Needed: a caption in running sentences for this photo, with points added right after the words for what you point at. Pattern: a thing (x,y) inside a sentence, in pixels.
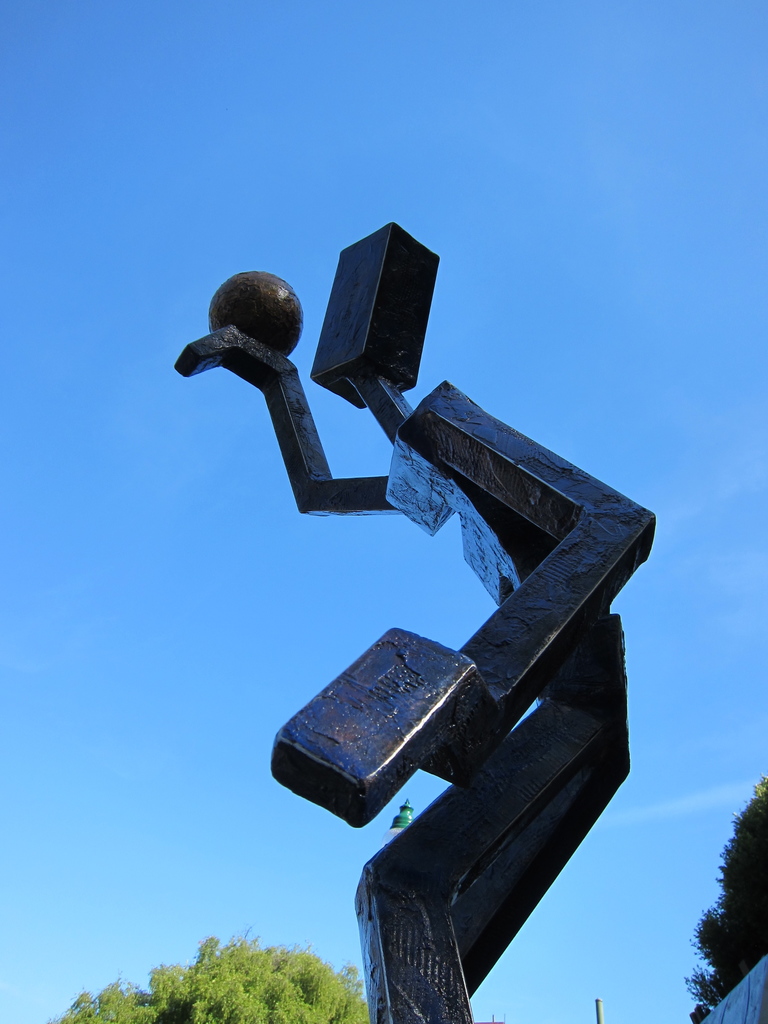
In this picture we can see a statue (515,710) in the front (551,739), in the background (299,960) there are trees (746,887), we can see the sky (551,198) at the top of the picture (434,124).
